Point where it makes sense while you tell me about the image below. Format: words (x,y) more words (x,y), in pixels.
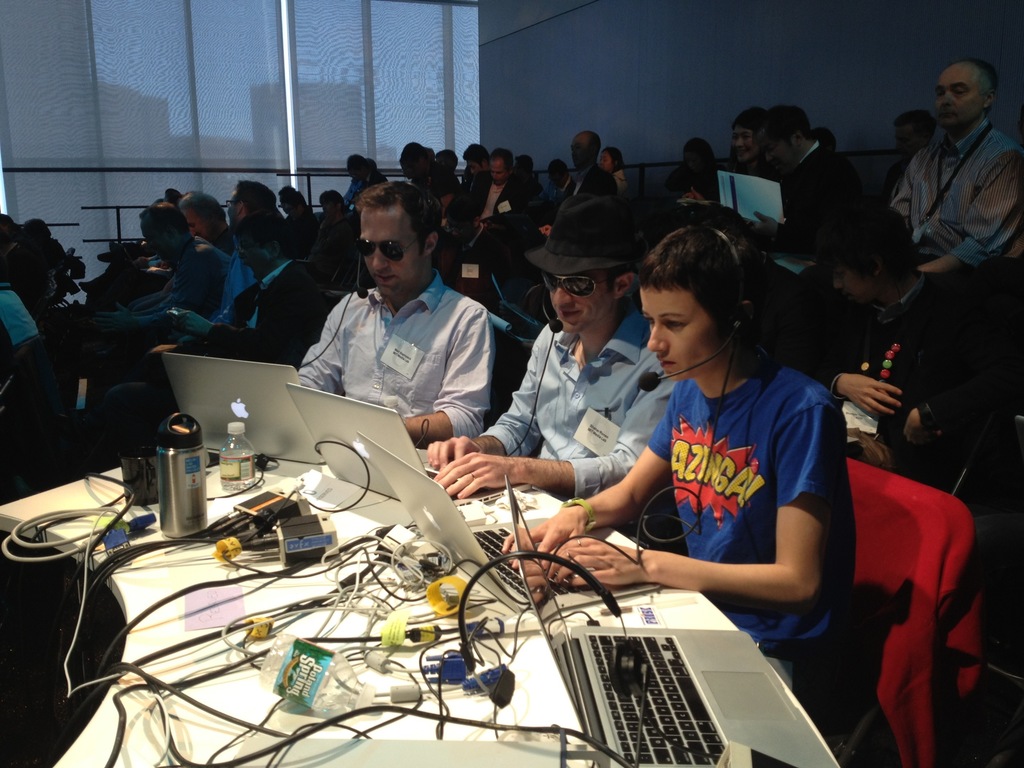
In this image there are group of people (594,328) sitting on chairs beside the glass wall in front of table (88,740) where we can see there is a laptop (765,724) connected with cables (454,718) and some other objects (321,652).
